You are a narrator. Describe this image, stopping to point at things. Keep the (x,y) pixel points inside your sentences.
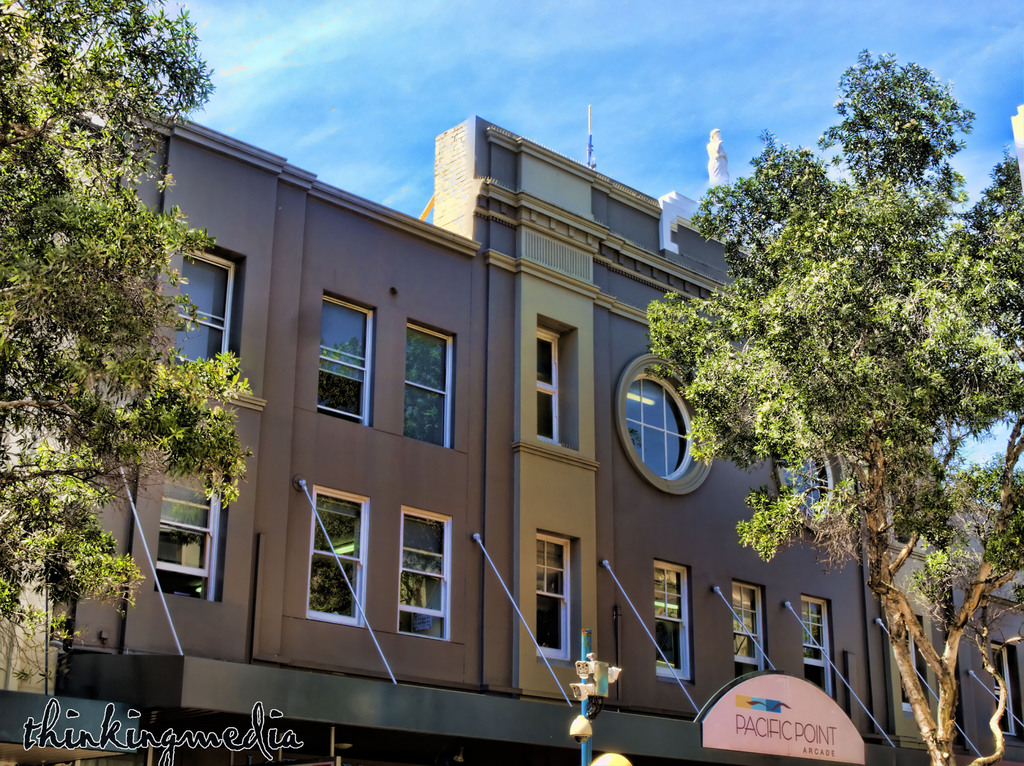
In this picture we can see a building (422,560) with windows (543,618) and a board (714,721) and on the building (638,266) there is a statue (712,146). In front of the building (534,572) there is a pole (591,687) and trees (40,361) and behind the building (410,322) there is the sky (377,89). On the image there is a watermark (168,734).
